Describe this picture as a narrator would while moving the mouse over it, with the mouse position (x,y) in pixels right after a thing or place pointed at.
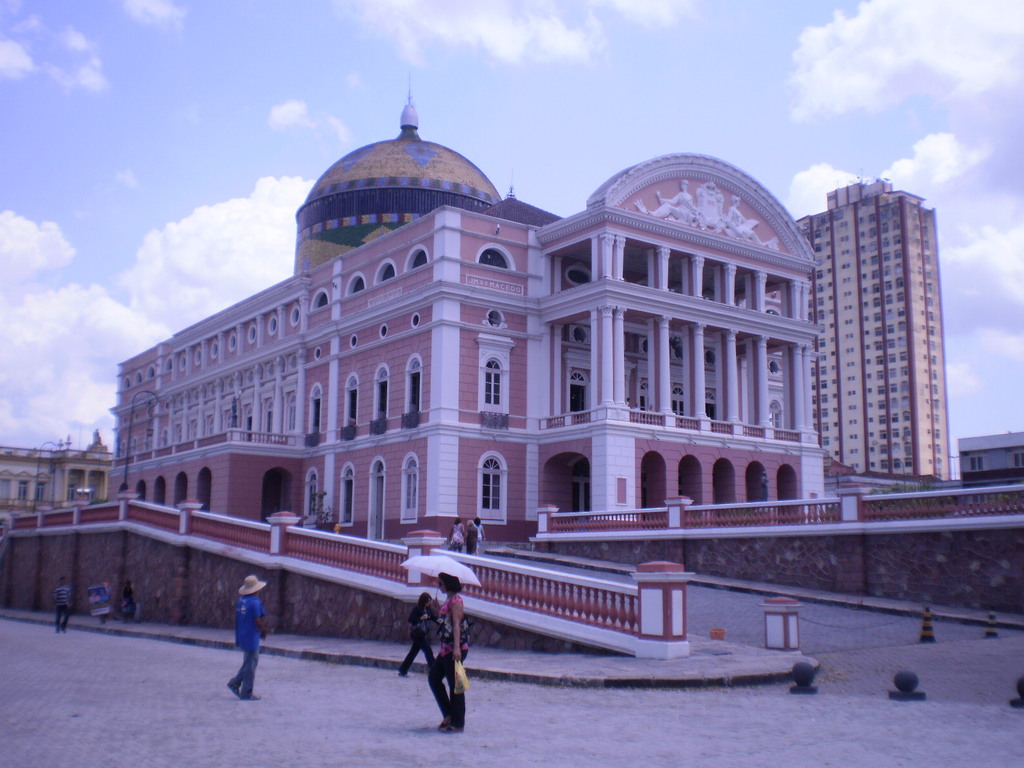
In this image we can see few people (252,619). One person (443,672) is holding an umbrella (445,564). Another person (256,607) is wearing a hat (240,589). There are railings (677,625). Also there is a road (692,609). And there is a building (459,407) with pillars (618,460), arches (585,463) and windows (412,356). In the back (874,436) there are buildings (873,408). Also there is sky (205,110) with clouds (164,237).
